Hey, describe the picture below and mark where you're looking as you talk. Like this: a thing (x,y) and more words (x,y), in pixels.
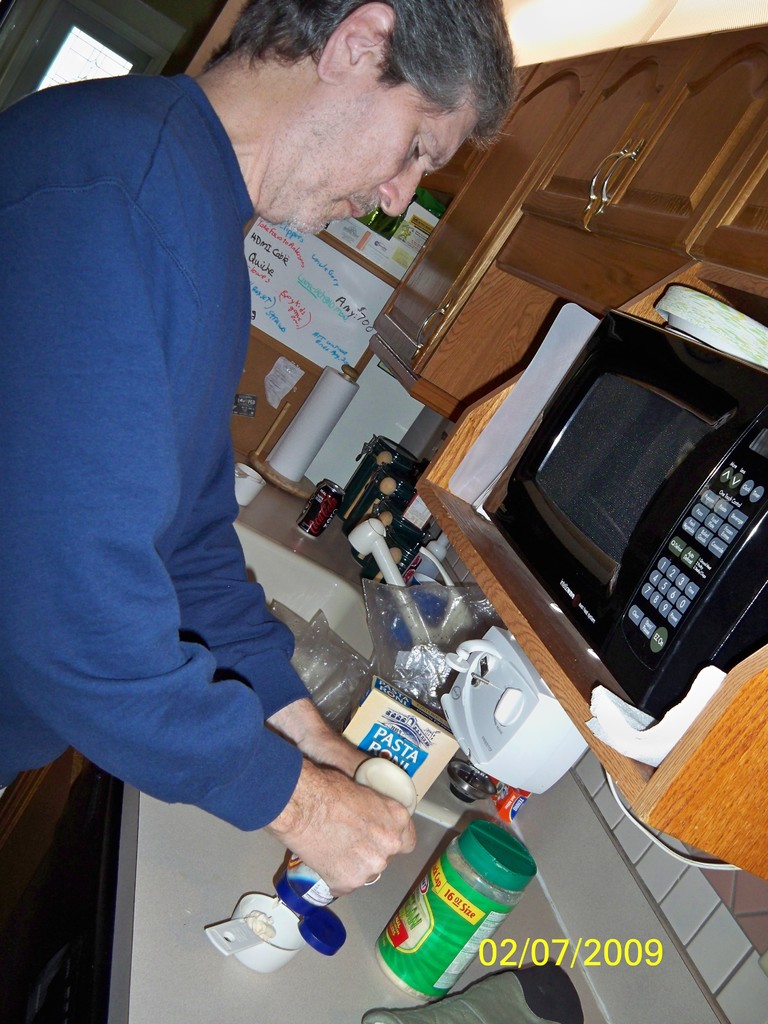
In this picture we can see a few bottles (453,909), containers (447,935), a tin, sink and other objects (449,1018) on the kitchen platform (289,505). We can see some numbers (544,955) in the bottom right (638,955). There is an oven (626,545). We can see wooden cupboards (523,180). There is a person (227,444) holding an object (398,780) in the hand (400,806).
